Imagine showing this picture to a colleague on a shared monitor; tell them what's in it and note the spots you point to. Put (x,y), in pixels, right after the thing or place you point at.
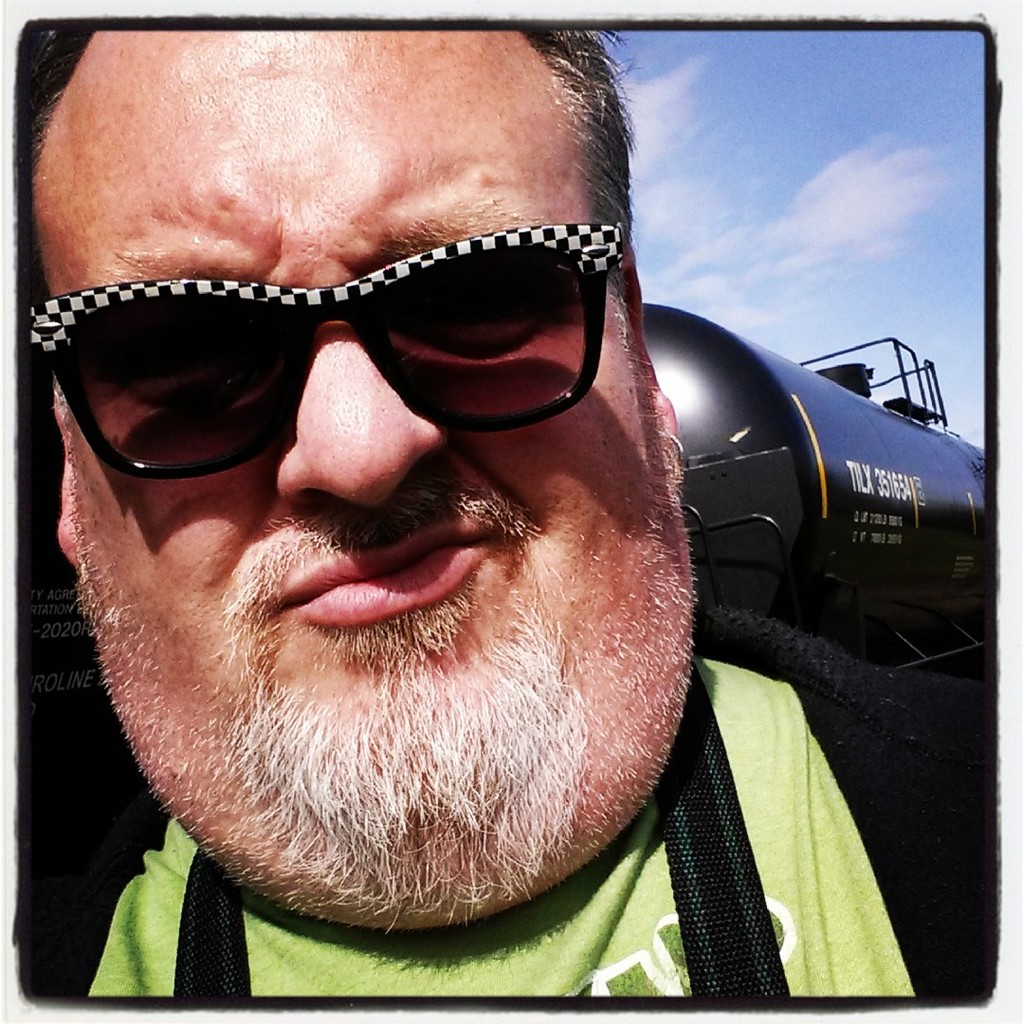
This image consists of a person (424,625) in the front (728,674). Only his face (286,510) is visible. He is wearing goggles (109,323). There is sky (744,164) at the top (706,228).
